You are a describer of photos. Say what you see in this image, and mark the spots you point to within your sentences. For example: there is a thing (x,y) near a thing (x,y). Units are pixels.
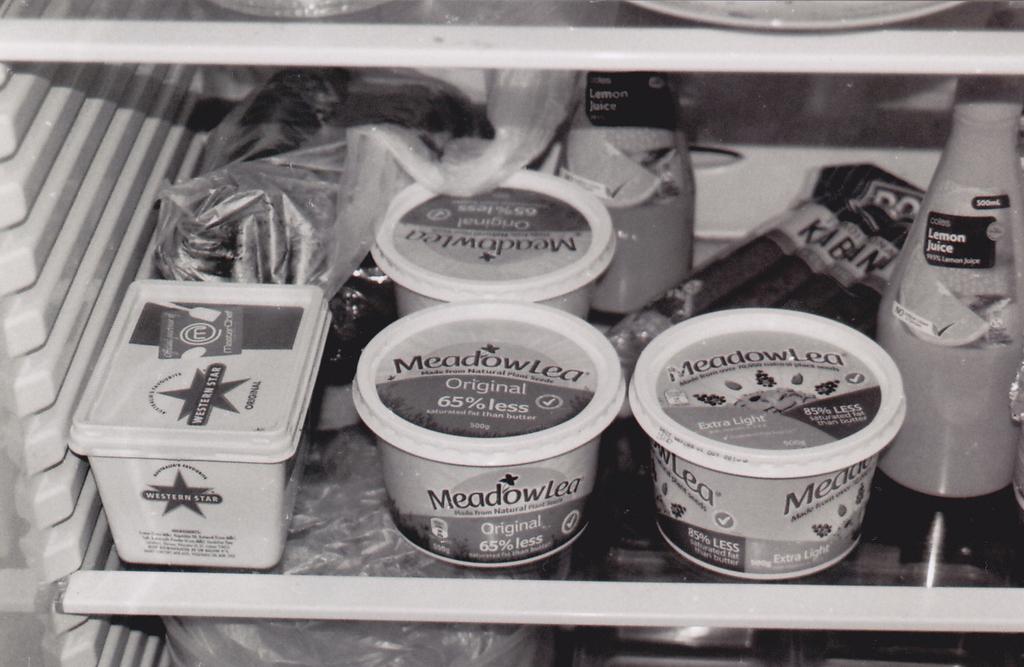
This image is of a refrigerator (947,64) in which there are objects (516,332) arranged in it.
